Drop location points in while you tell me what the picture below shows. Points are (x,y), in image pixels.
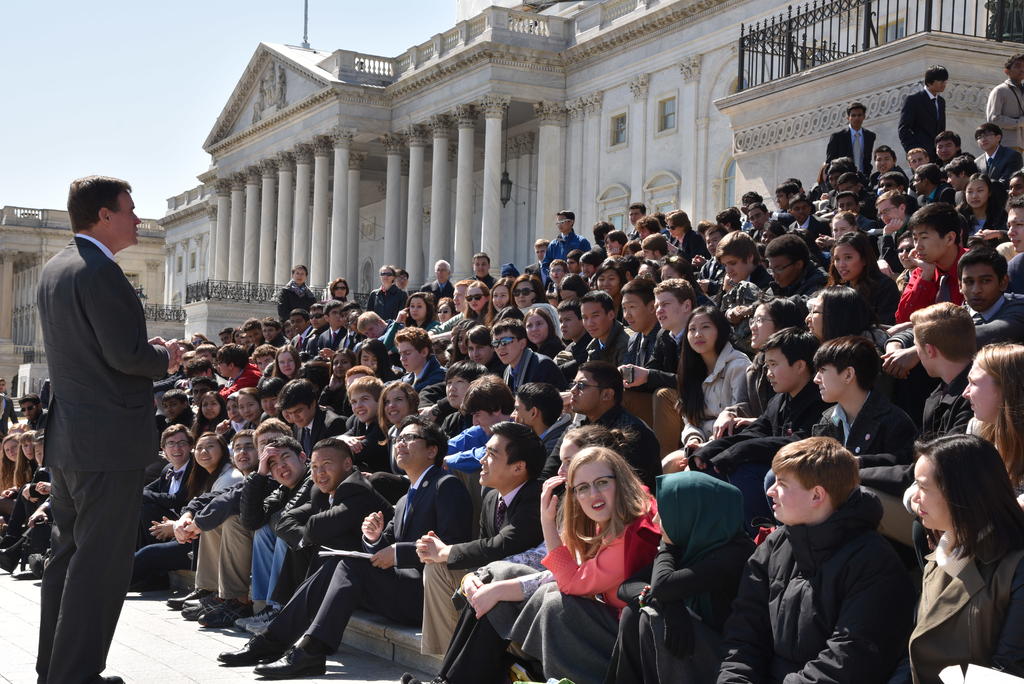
In this picture we can see a man (102,408) standing on the floor (163,623), in front of him we can see a group of people (876,247), buildings (271,177) with windows (625,121), some objects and in the background (78,43) we can see the sky (86,60).
